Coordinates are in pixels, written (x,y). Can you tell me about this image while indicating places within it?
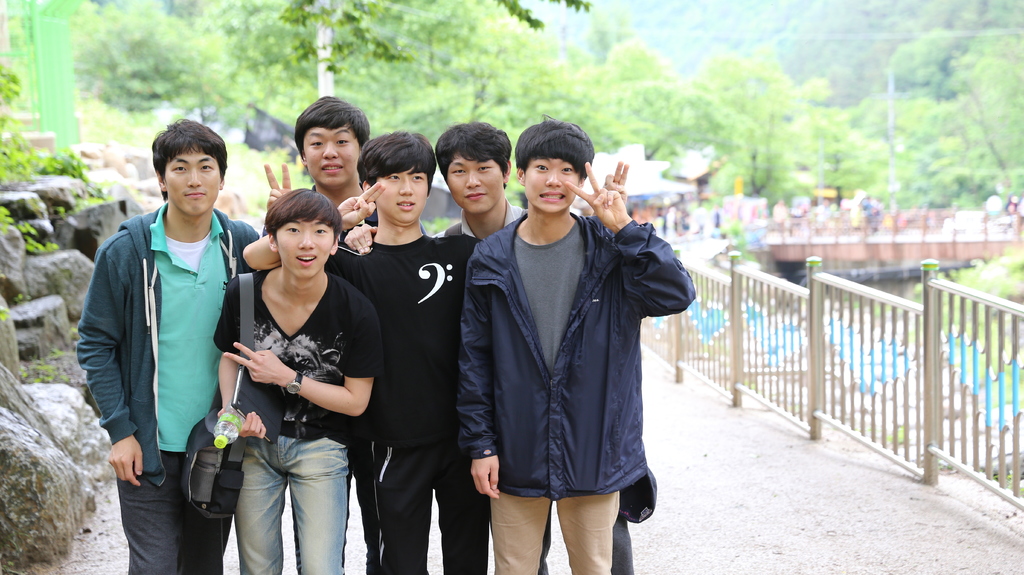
As we can see in the image there are group of people (157,313) standing. There is fence (734,295), water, bridge (839,247), rocks (240,217) and trees (440,39). In the background (671,201) there is a building (630,188).
